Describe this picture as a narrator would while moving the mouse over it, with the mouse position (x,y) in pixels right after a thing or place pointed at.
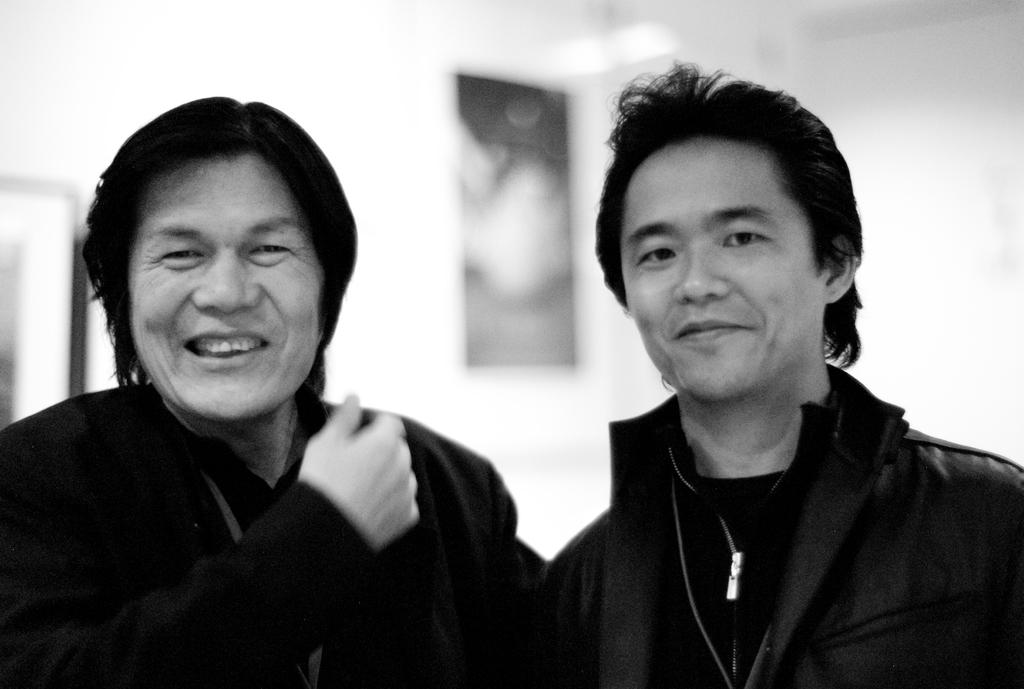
In this picture we see couple of men (426,504) standing, I see smile (204,331) on their faces (821,313) and looks like couple of photo frames (490,124) on the back (41,233).
